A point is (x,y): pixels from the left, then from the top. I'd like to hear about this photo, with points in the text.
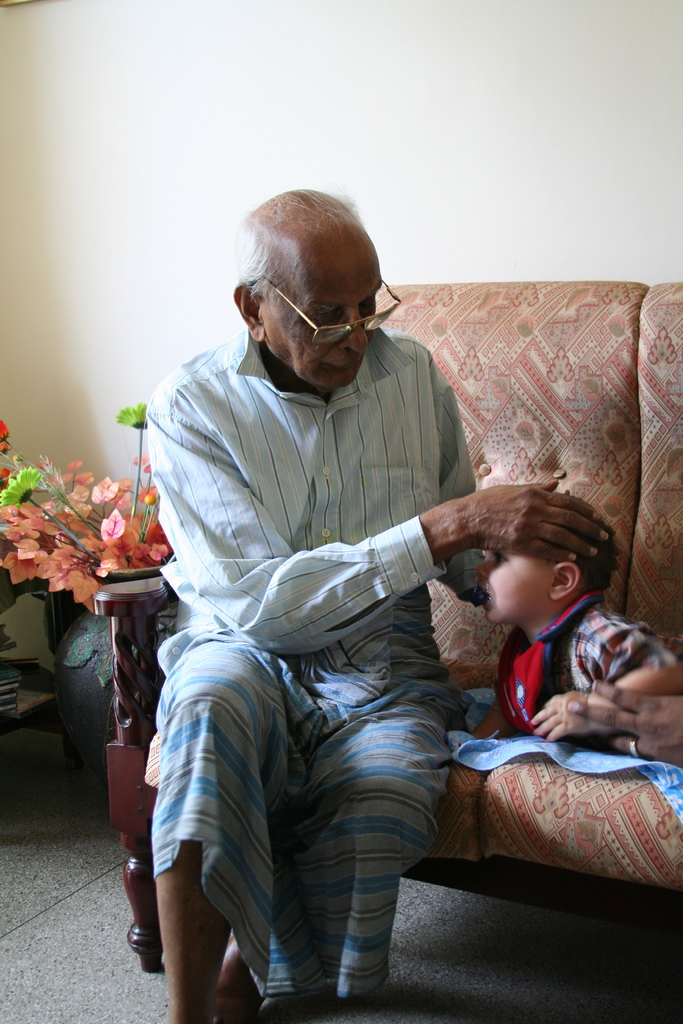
In this picture I can see a person (354,615) and a baby (652,652) sitting on the couch (676,618), I can see a person hand (665,744) holding a baby (506,662), there is a flower vase (97,653) and some objects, and in the background (285,166) there is a wall (361,91).
